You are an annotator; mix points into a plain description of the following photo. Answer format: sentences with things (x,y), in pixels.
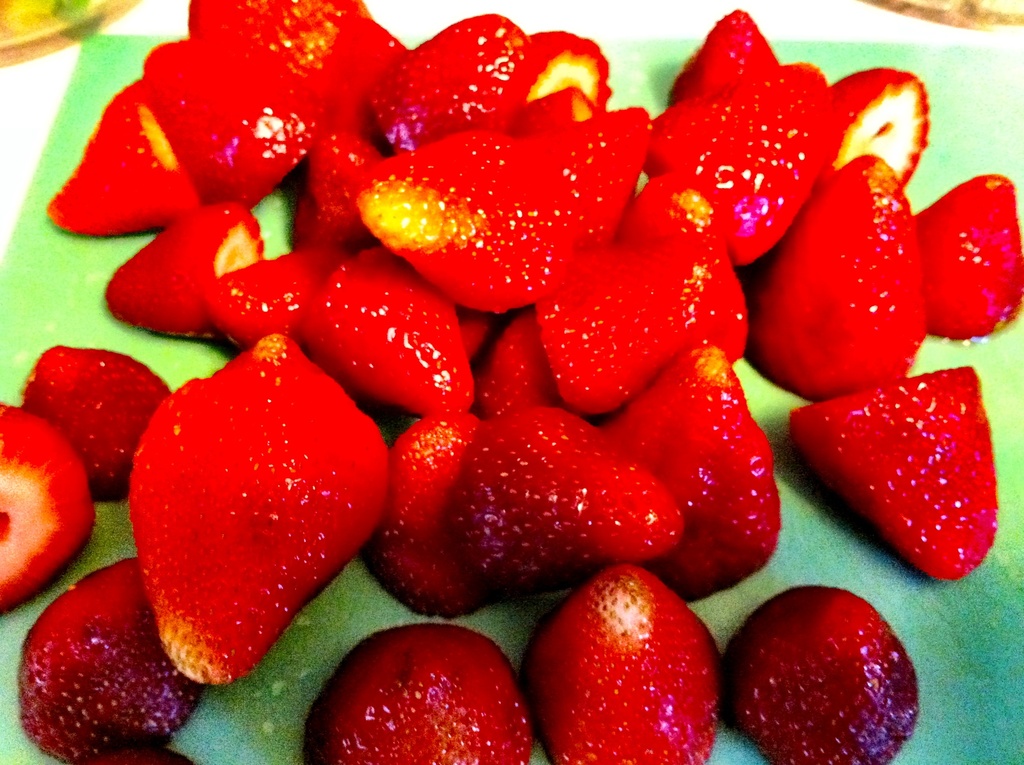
In this I can see there are red colored strawberries (519,425).
